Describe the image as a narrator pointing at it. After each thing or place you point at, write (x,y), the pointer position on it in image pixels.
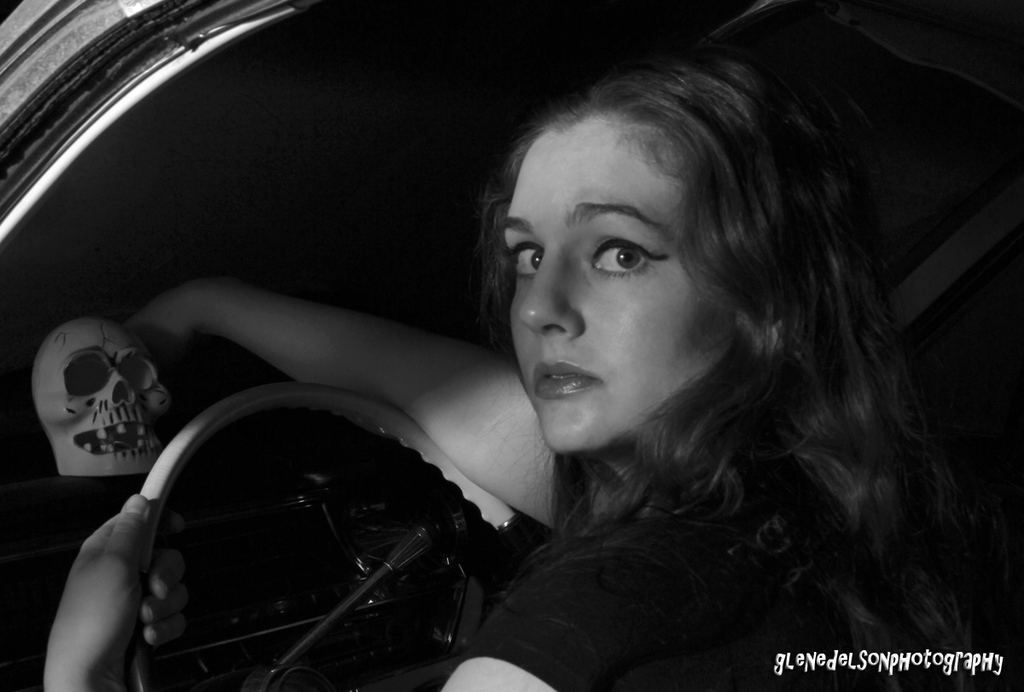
In this image we can see a woman (494,479) driving a vehicle (293,554). We can see the steering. There is a skeleton face (111,385).
